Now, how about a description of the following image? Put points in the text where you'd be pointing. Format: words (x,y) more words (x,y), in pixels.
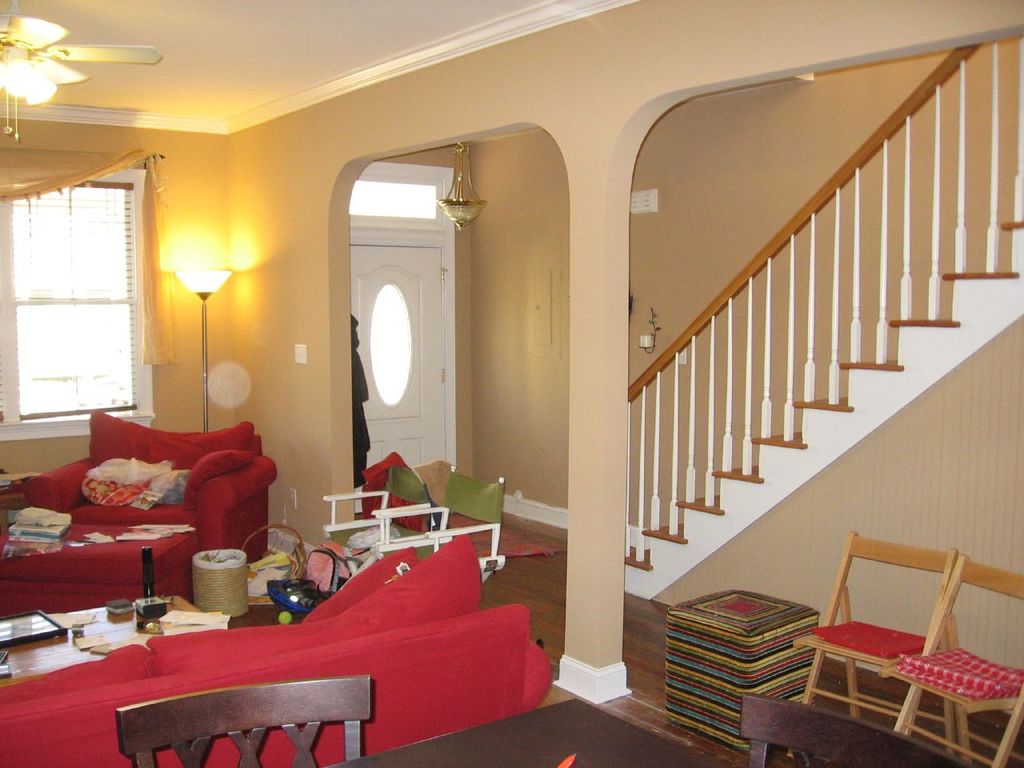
In the room (303,613) we can see there is a red colour chair (213,499) and sofa (260,662) and there are stairs (791,458) at the right hand (808,449) on the table (39,642) there are papers (83,639) and photo frame (50,625).
